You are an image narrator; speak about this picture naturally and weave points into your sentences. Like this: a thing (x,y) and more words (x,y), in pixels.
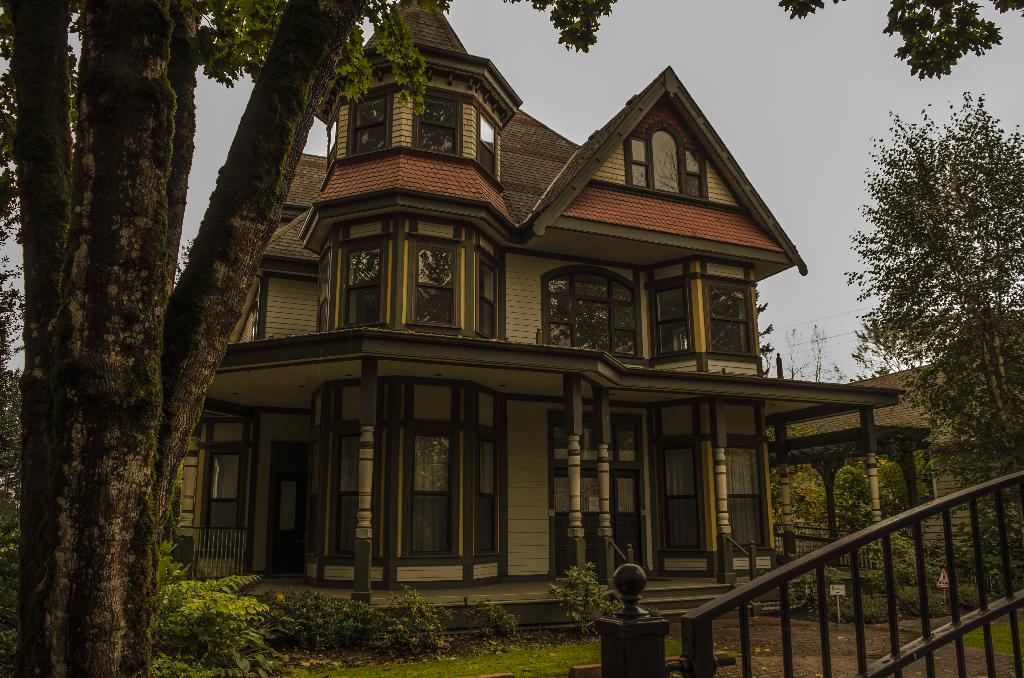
This is a house (662,100) with couple of trees (15,153) around and a metal fence door (962,663) in order to enter into the house (653,602).
